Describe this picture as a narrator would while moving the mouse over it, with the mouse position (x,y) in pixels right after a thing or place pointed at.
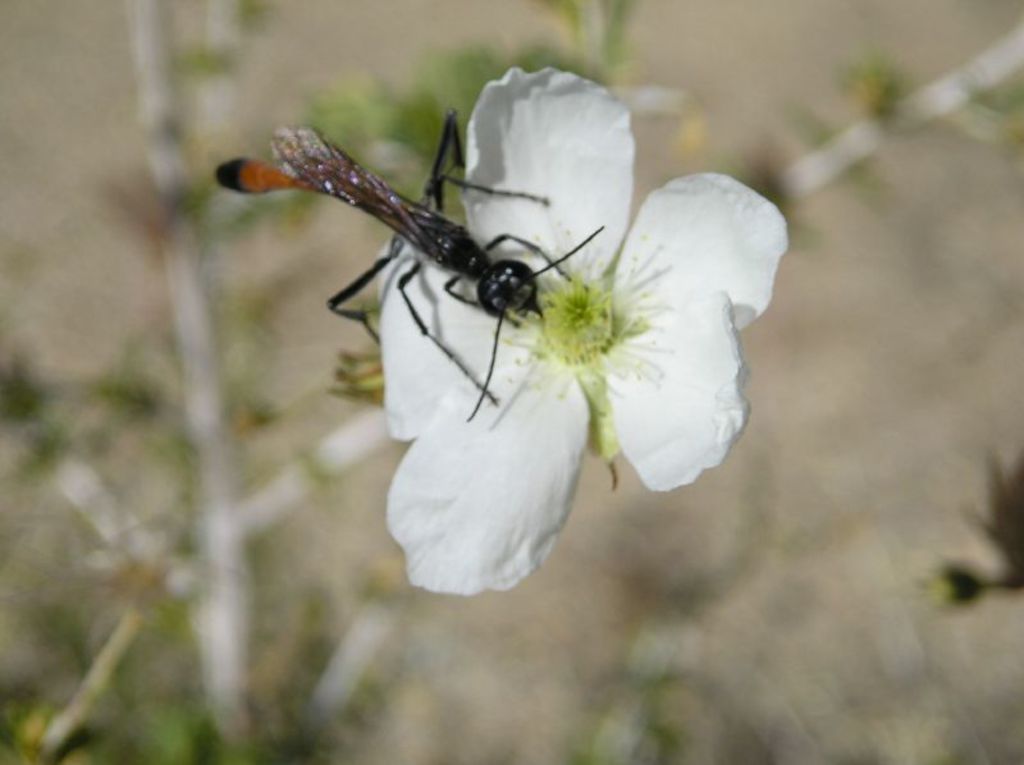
In this picture we can see a white color flower (655,363), there is a wasp (446,228) on the flower (514,407), we can see a blurry background.
